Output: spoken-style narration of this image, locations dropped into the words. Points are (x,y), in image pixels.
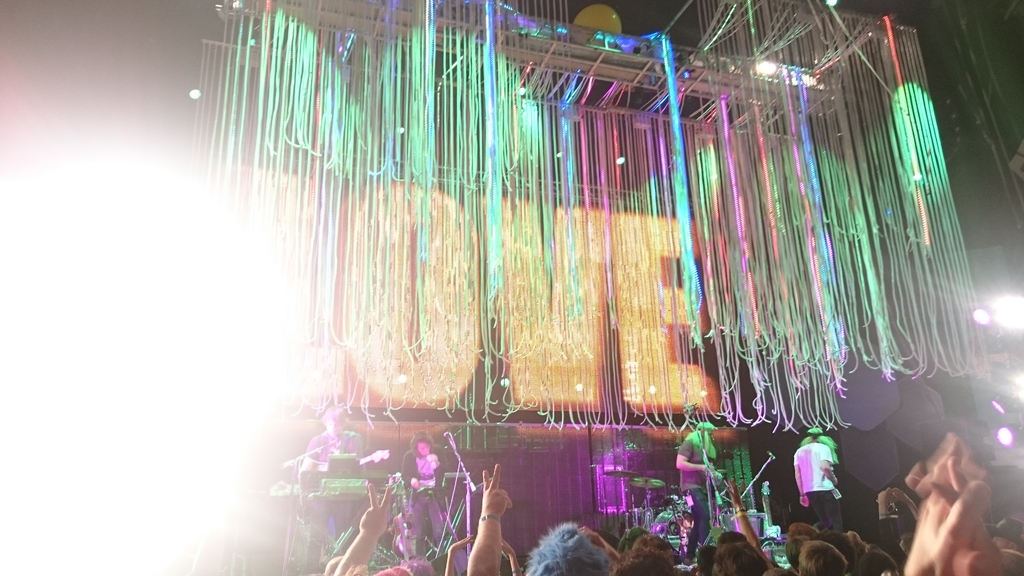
In this image, I can see few people (695,492) standing and playing the musical instruments (659,506). It looks like a stage show. There are decorative threads (438,261) hanging. At the bottom of the image (328,571), I can see a group of people (947,466).
